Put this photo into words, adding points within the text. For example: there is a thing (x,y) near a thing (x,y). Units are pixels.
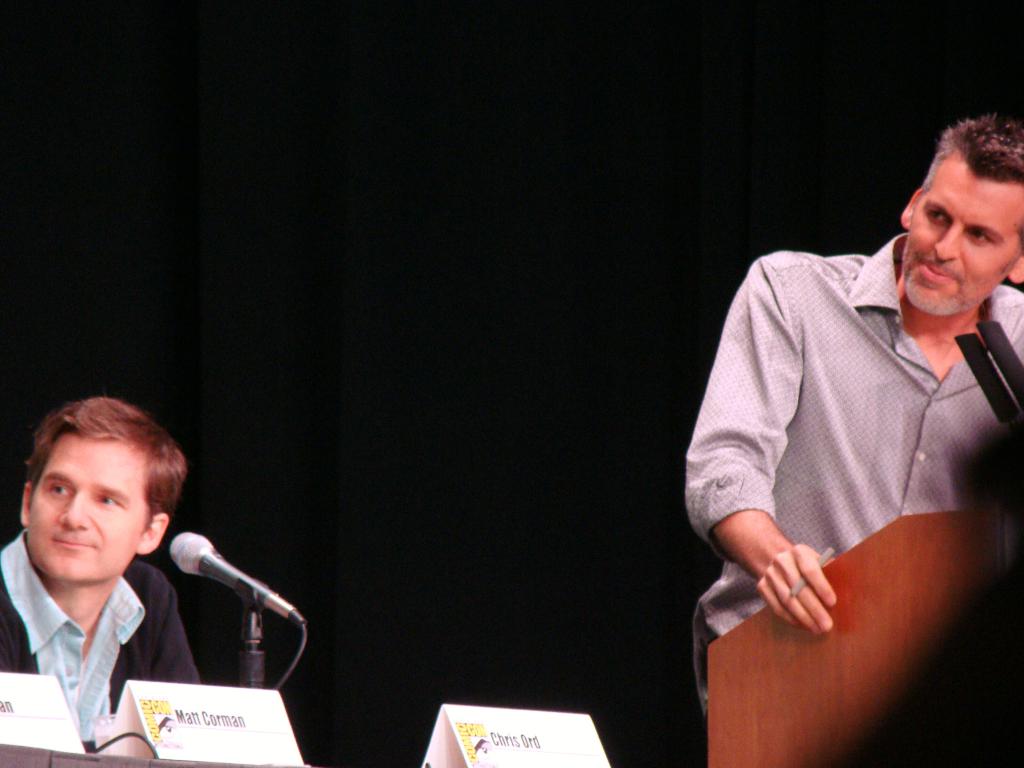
In the image there is a person (96,597) sitting and there is a mic (225,581) in front of him, beside the mic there are table tents (261,728) with some names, on the right side (773,601) there is another table (802,635) and a person (783,345) is standing in front of the table (855,612).
